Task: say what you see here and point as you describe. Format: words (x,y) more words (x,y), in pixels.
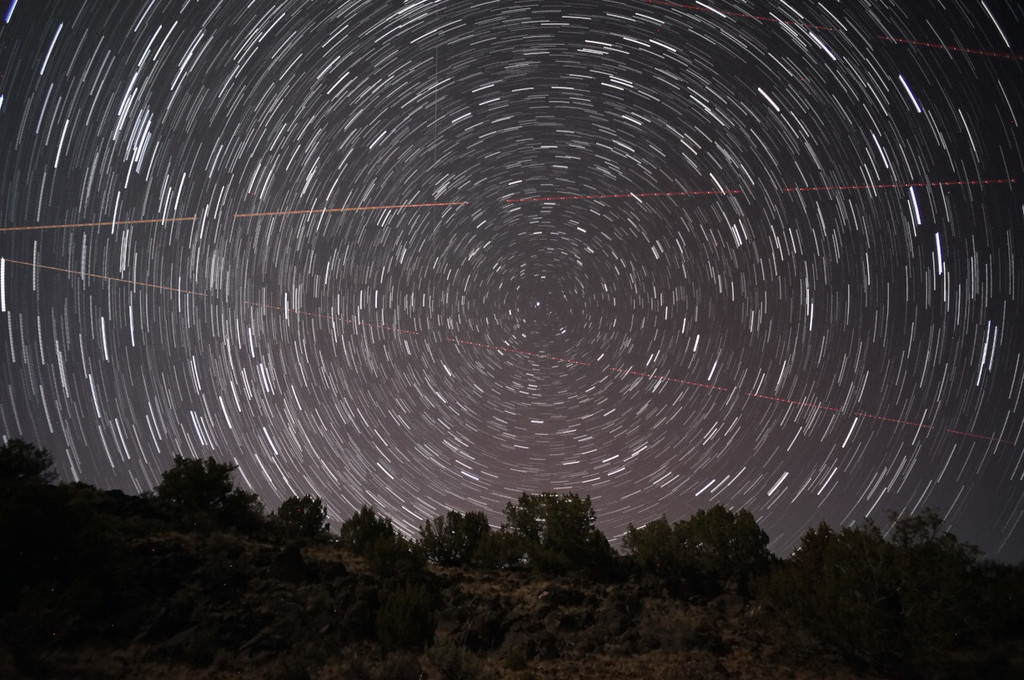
In this image, we can see the sky (607,178). There is a hill (606,622) at the bottom of the image (454,629) contains some plants (699,573).
